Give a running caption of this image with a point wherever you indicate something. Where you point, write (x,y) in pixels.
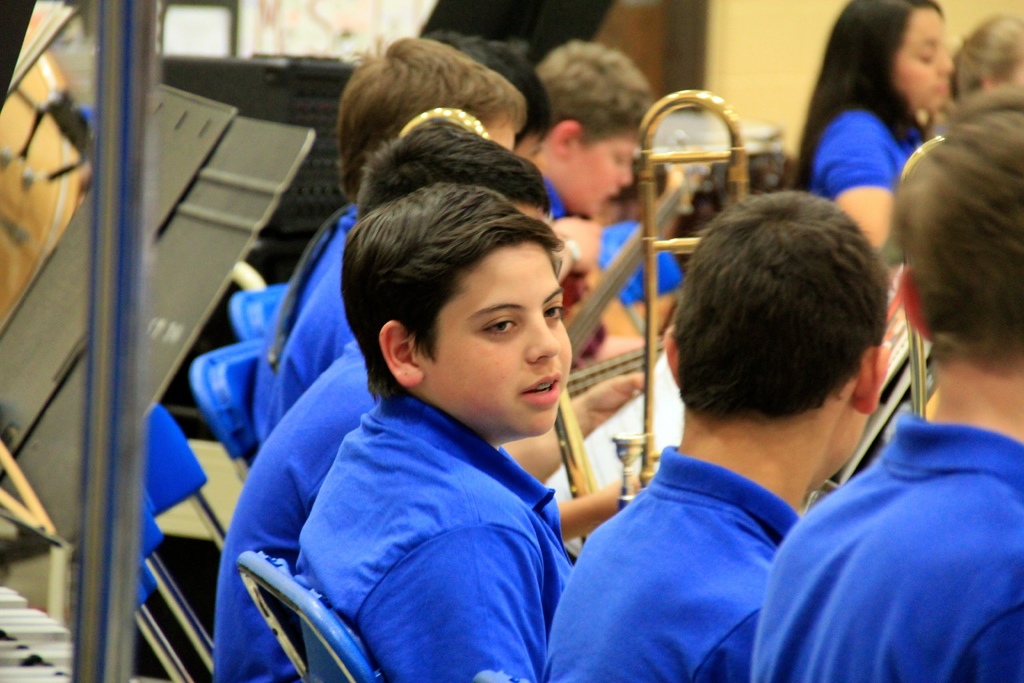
In this image there are boys (520,213) and girls (863,141) sitting on the chairs (236,456). In the top right (753,44) there is a wall (806,16) behind them. To the left (143,323) there is a metal rod (110,375). Behind it there are a few objects (217,172).
